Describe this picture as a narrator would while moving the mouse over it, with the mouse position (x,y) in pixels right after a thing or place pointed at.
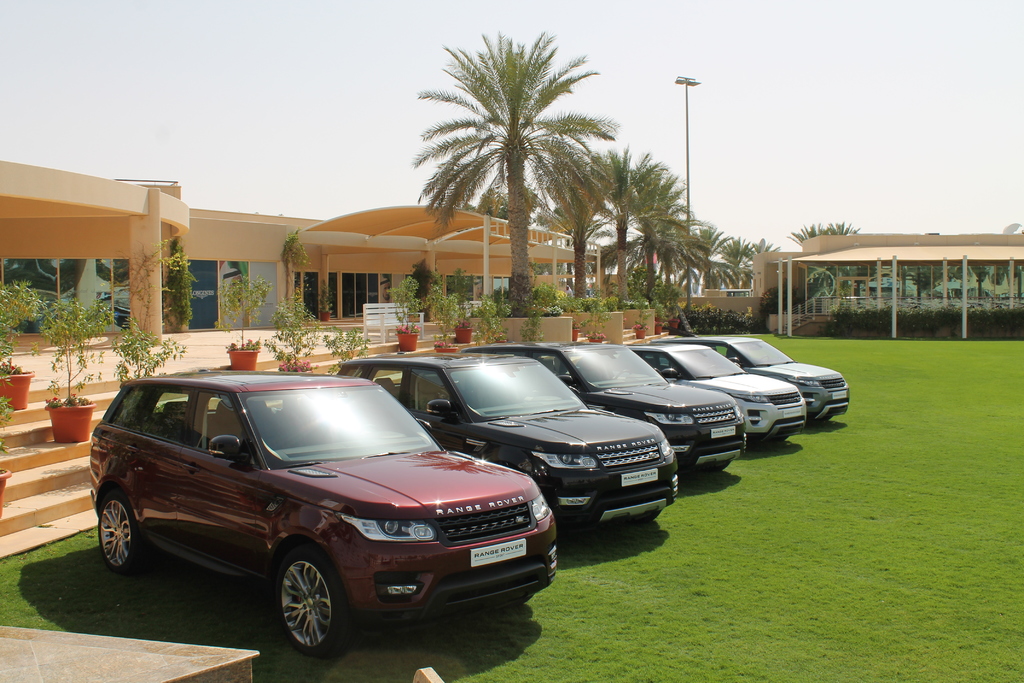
In this image I can see some vehicles (516,421) on the ground (607,584). In the background (29,314), I can see the plants (138,349) in the pot (410,336). I can also see the buildings (389,242), trees (646,229) and the sky (757,161).
